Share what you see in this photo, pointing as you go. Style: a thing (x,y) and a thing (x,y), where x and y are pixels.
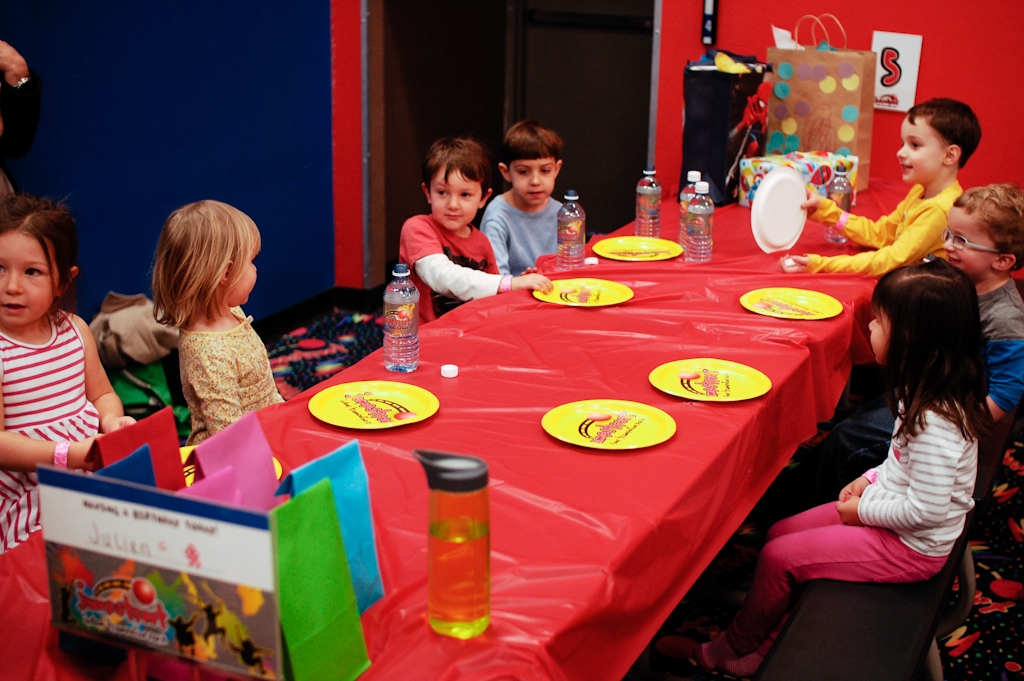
In this image we can see there are so many people (924,361) sitting around the table (8,611) in room (981,149) where there are so many empty plates (759,376) and bottles (703,192) in it, also there are some gift bags (737,85) beside them.
